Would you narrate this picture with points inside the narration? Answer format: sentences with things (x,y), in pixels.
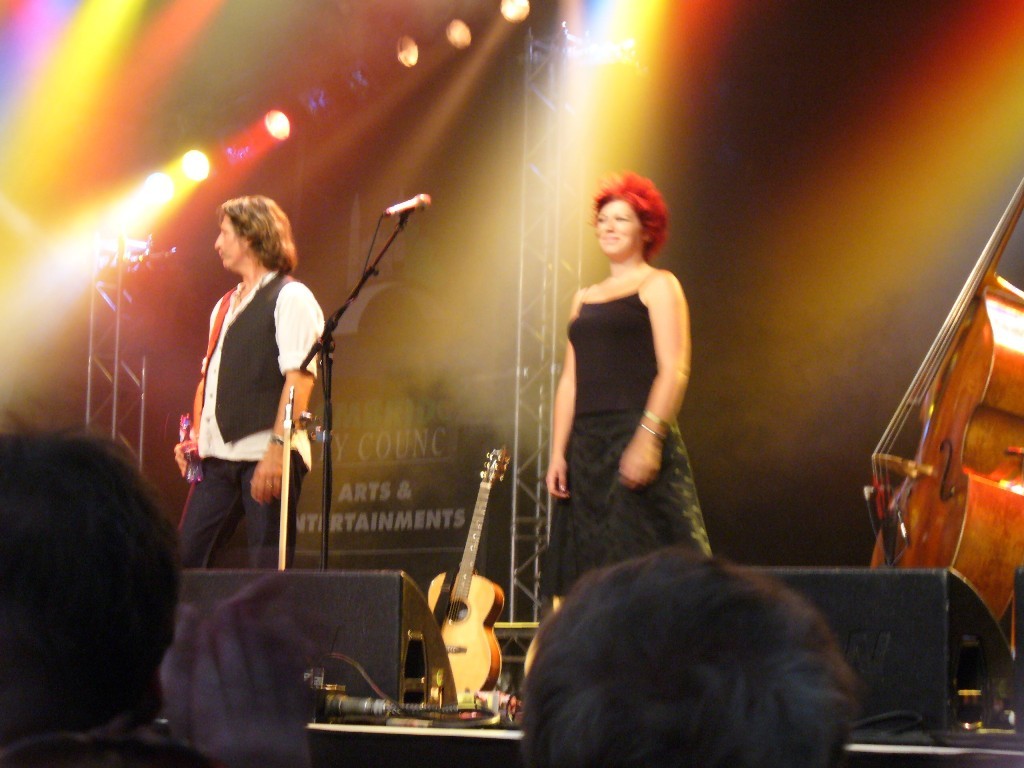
In this image we can see a man (257,288) and a lady (655,467) standing. In the center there is a mic (402,212) placed on the stand (324,355). We can see guitars (487,632). At the bottom (907,695) there are people (8,473) and speakers (326,650). In the background (43,243) there are lights (168,196). We can see a board (433,434).
